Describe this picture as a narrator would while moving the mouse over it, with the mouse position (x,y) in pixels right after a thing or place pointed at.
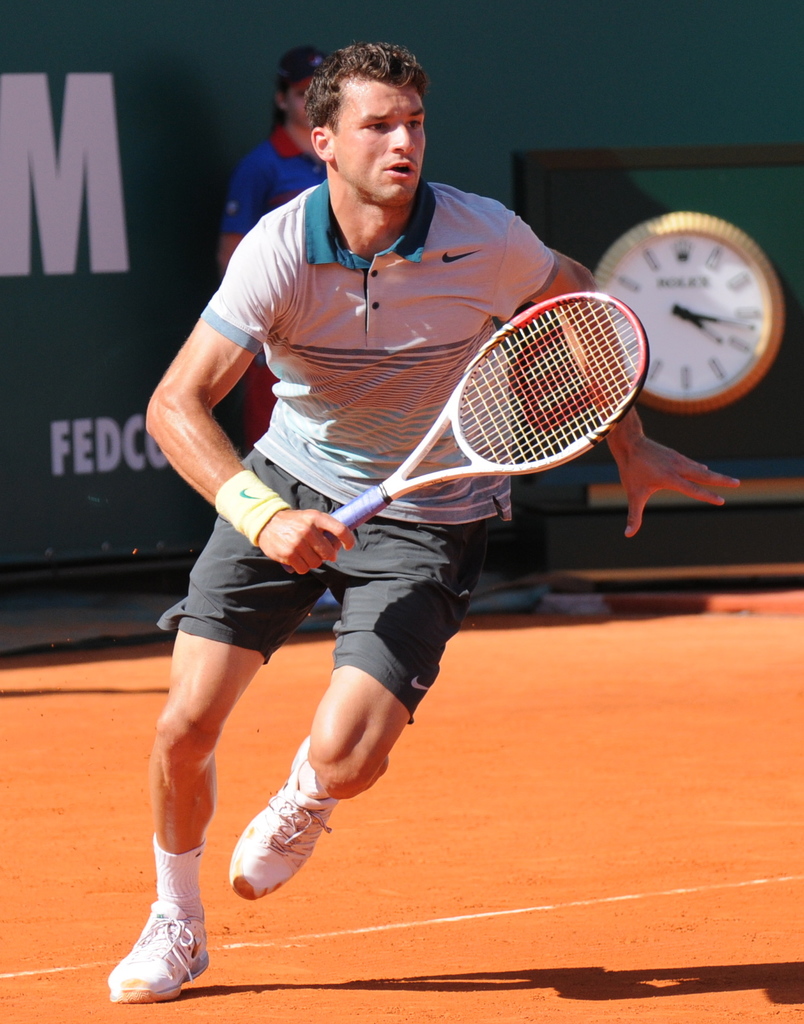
Here we can see a man (252,348) in motion with a racket (474,471) in his hand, behind him we can see a woman (281,164) standing and a clock (631,232) present.
